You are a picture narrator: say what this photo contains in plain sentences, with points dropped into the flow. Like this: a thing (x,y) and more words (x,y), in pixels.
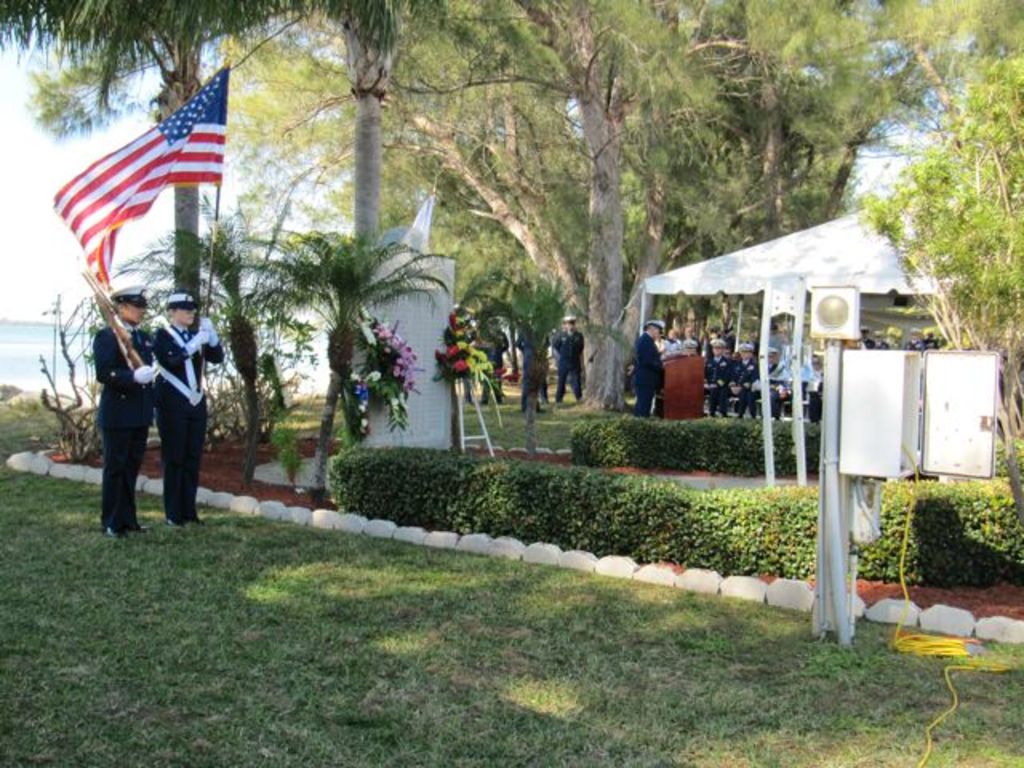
On the left side of the image (181,347) we can see two mans (173,379) are standing, one person (186,334) is holding flag (159,187) and other person (137,328) is holding gun (134,352). In the center of the image (664,365) we can see some persons (672,346), podium (677,379), tent (815,263), flowers (468,323), board (436,317), trees (357,222), bushes (688,438), pipe (804,435), pole (832,354). At the bottom of the image (390,677) there is a ground (166,681). At the top of the image (107,120) there is a sky (109,138). On the left side of the image (42,326) we can see water (22,368).
